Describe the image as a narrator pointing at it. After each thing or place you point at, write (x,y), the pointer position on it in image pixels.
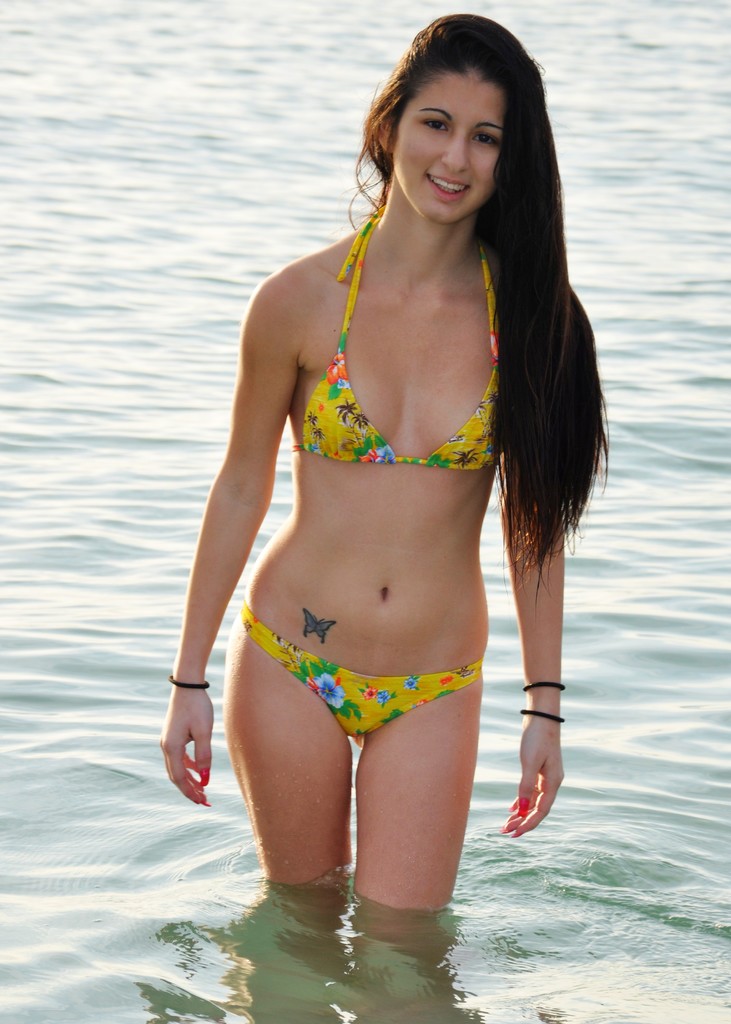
This picture shows a woman (430,592) in the water (0,542). we see smile (436,178) on her face (448,181).
